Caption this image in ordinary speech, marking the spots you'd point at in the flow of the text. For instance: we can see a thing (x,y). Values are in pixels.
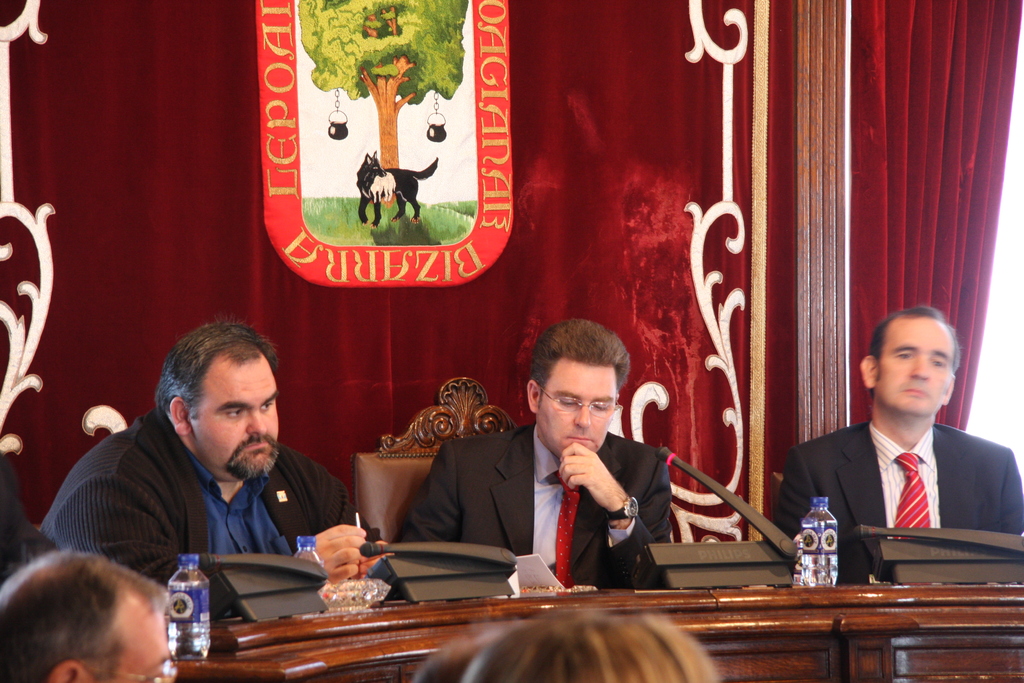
In this image there are three persons (454,516) sitting on the chair (392,501). In front (379,549) there is mic (284,582), water bottle (191,594). At the back side (504,185) there is a curtain (77,208).
